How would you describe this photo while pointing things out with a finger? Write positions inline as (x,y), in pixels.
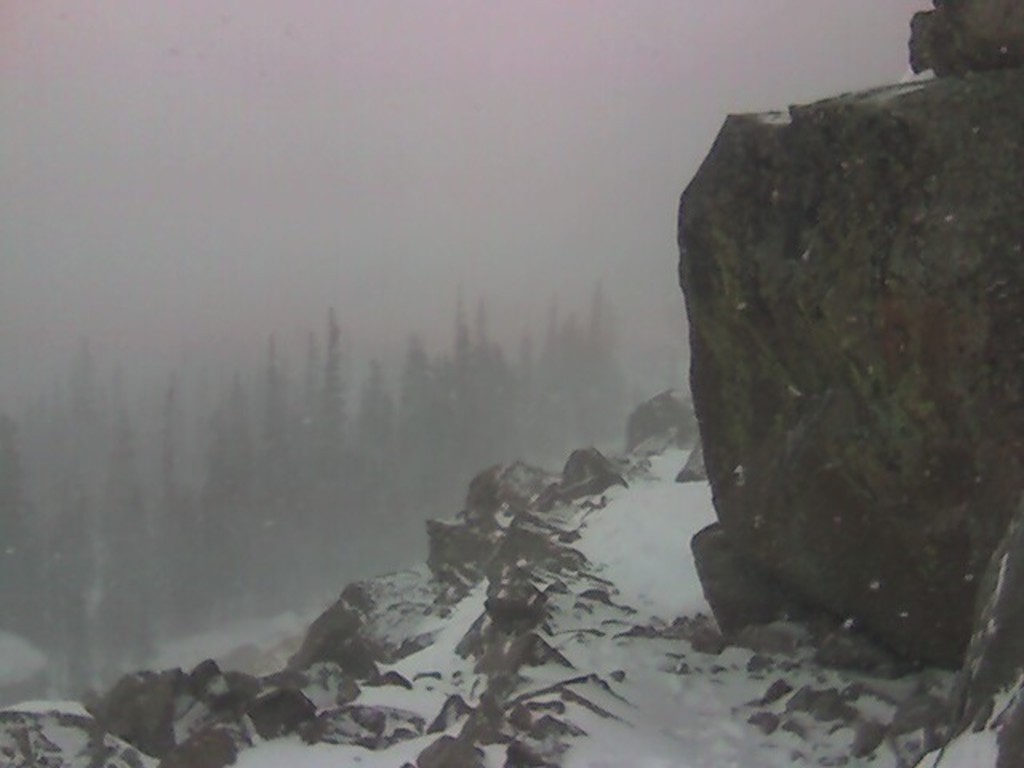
Far there are trees (501,397). Here we can see snow (614,614).
